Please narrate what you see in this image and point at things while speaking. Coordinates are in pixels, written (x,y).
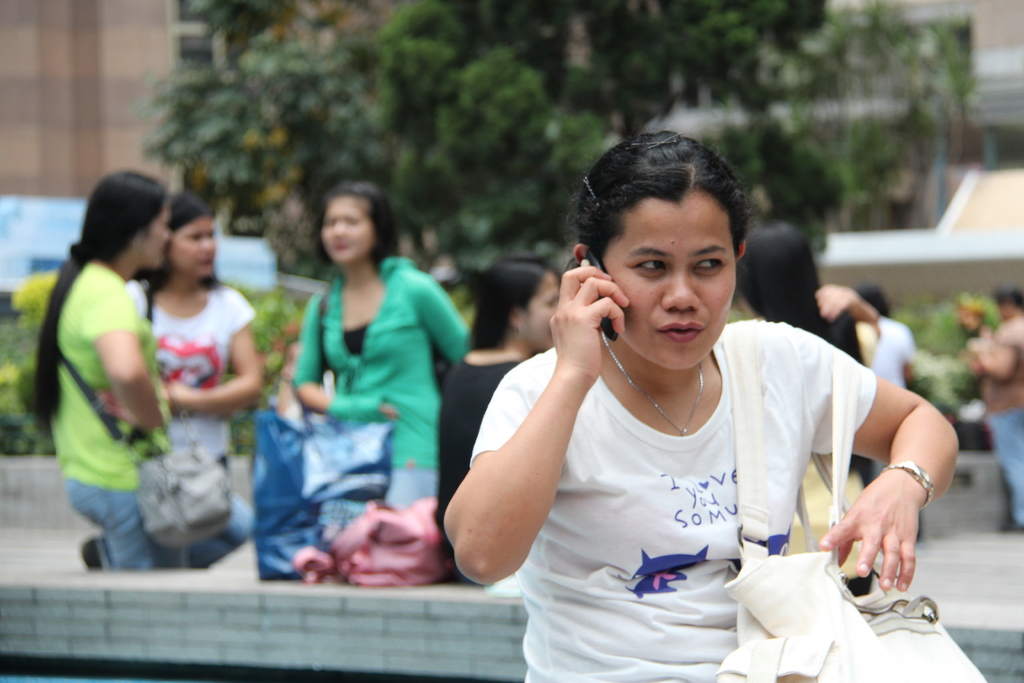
In this picture I can see there is a woman (691,607) standing and she is wearing a white shirt (619,407) and a white bag (801,609). She is looking at right side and there are few people (123,372) in the backdrop (895,310), there are few plants (7,331), trees (296,86) and there is a building (109,124) and the backdrop (324,36) is blurred.
